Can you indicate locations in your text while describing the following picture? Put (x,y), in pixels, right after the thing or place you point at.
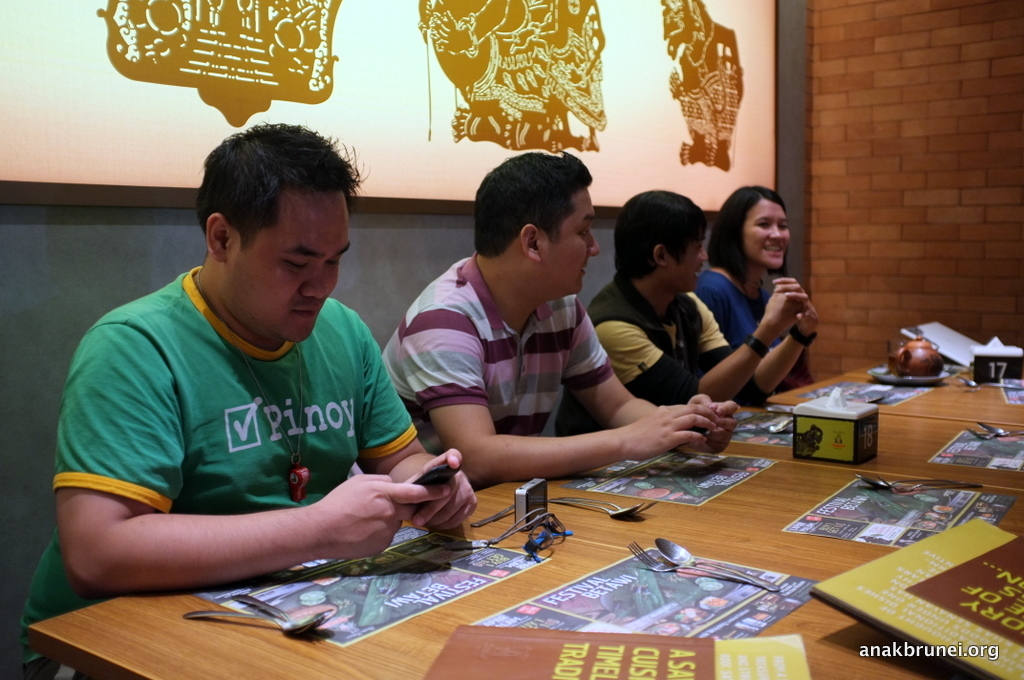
In this picture a person (199,373) is sitting on a chair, he is wearing a green color t-shirt (213,432), and beside him a man (489,281) is sitting and beside him a man (674,274) is sitting he is smiling, and beside him a woman (727,286) is sitting and she is smiling. here it is a table (756,521), and there are spoons (549,499), camera (533,511) and books (622,646) with a plate (924,372) and kettle (914,362), and here it is a wall (865,147) made up of bricks (959,122). and here is a board (507,57) with carvings (307,79) on it.
